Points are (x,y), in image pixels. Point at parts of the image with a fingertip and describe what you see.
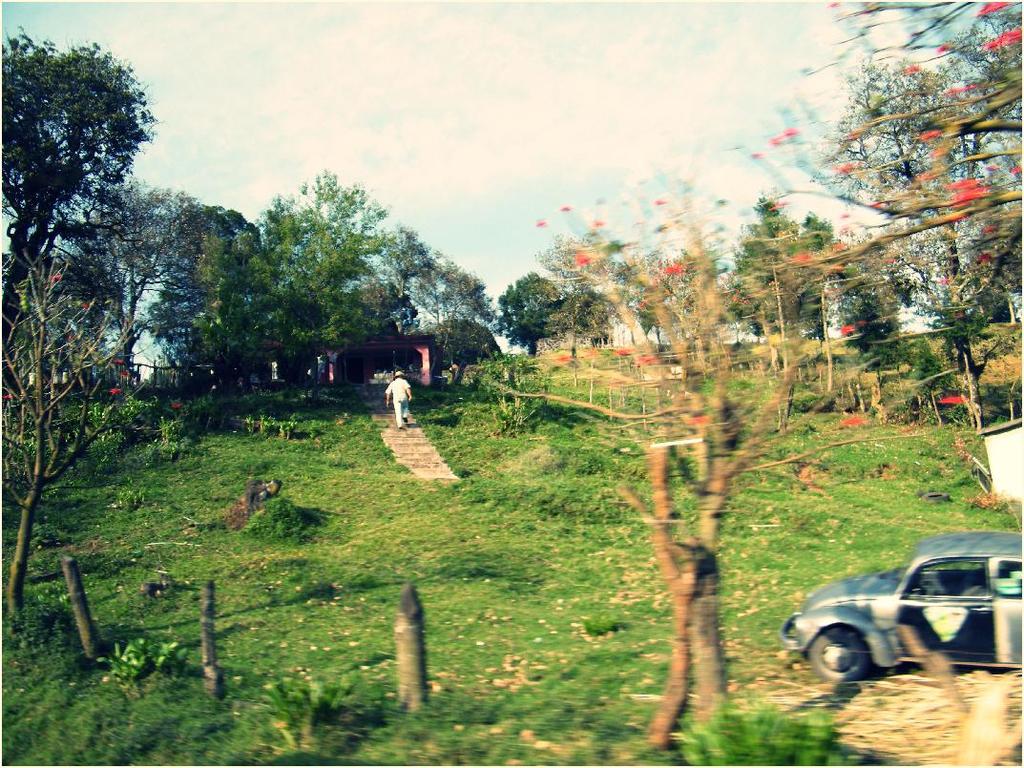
In the picture we can see a garden (928,688) with grass surface (766,708) and some plants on it and we can also see a slope (136,623) with some steps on it, we can see a man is walking and on the grass surface (834,693), we can see a car (803,610) is parked and in the background (935,336) we can see some trees (80,339) and sky (559,206) with clouds (485,15).
